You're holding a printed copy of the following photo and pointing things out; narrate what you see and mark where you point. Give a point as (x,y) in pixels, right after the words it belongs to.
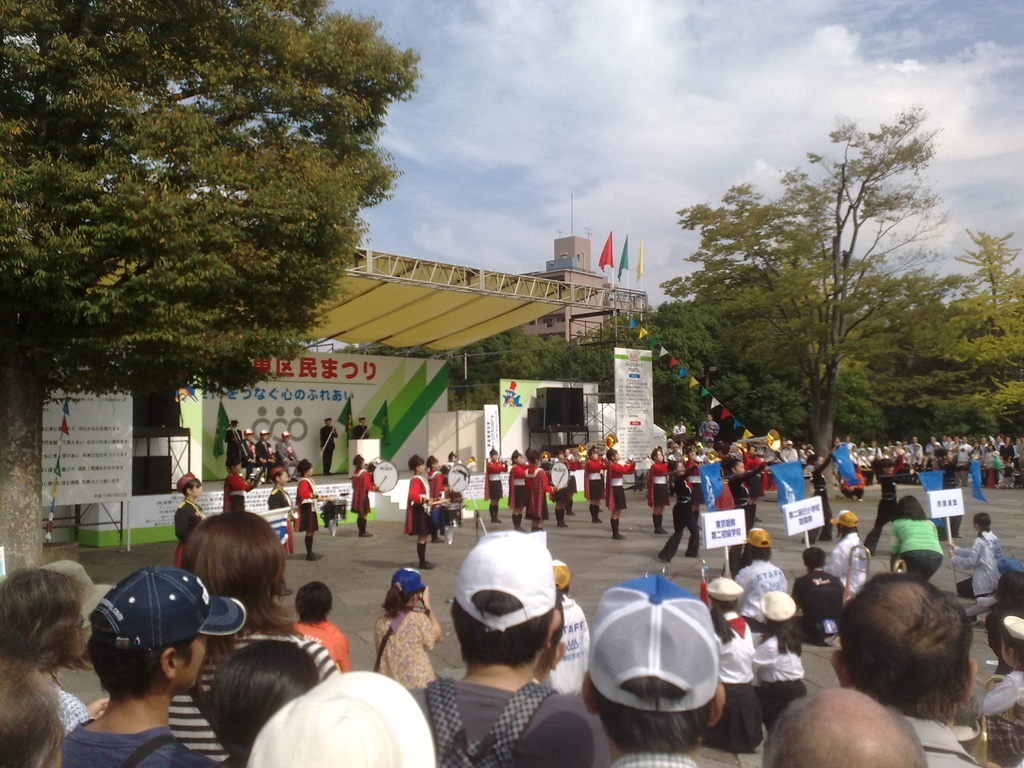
This image consists of trees (49,211) in the middle (526,373). There are some persons (515,489) playing musical instruments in the middle (589,468). There are some persons (695,650) standing at the bottom (555,652). There is sky (585,147) at the top (523,99).
